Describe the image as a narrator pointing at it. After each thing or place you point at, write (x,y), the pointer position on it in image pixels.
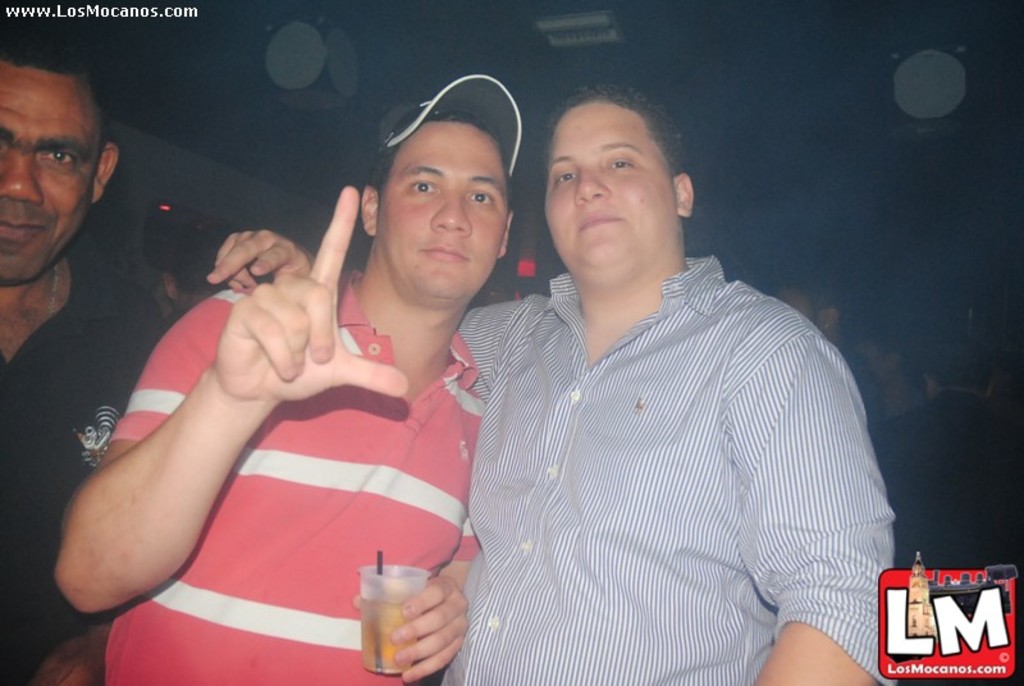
In this picture I can see 3 men (402,218) standing in front (414,426) and the man (387,422) in the middle (369,311) is holding a glass (398,578) and I see that it is a bit dark in the background (821,235) and I see few people (179,264) behind these 3 men (87,143) and I can see the watermarks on the left top (134,21) and right bottom of this picture (879,586).
